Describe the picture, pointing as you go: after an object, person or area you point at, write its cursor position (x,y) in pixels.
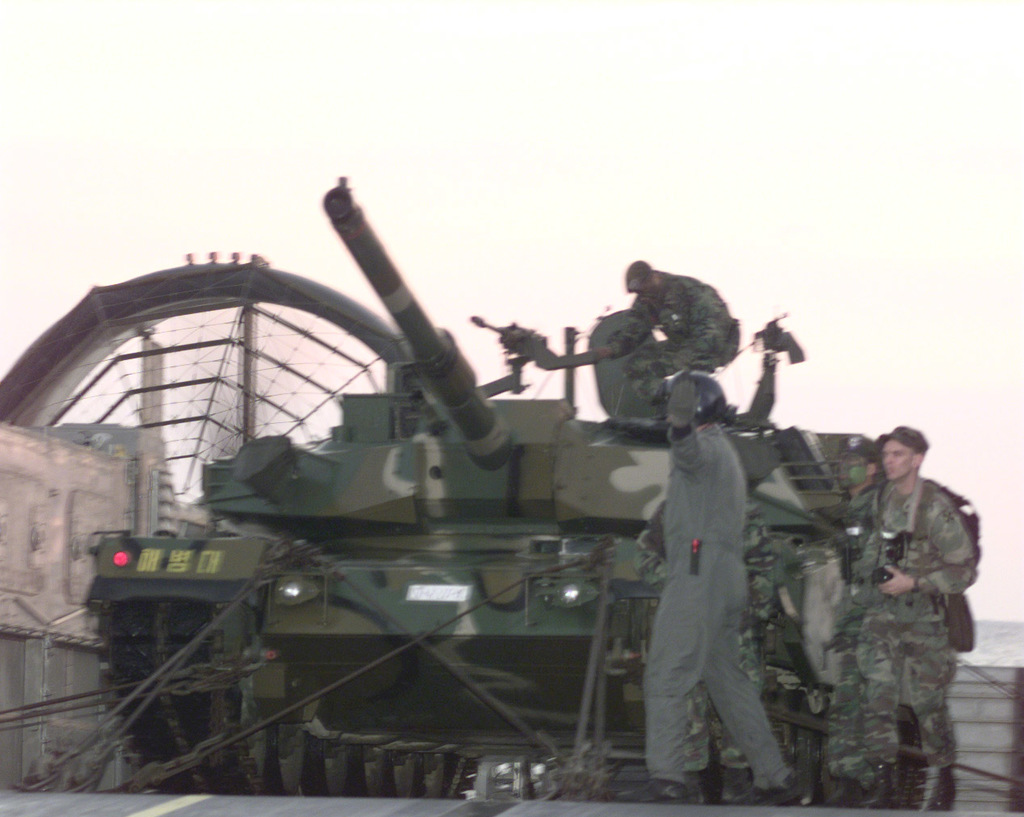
In this picture we can see a tanker (580,540) and few people (671,725).
